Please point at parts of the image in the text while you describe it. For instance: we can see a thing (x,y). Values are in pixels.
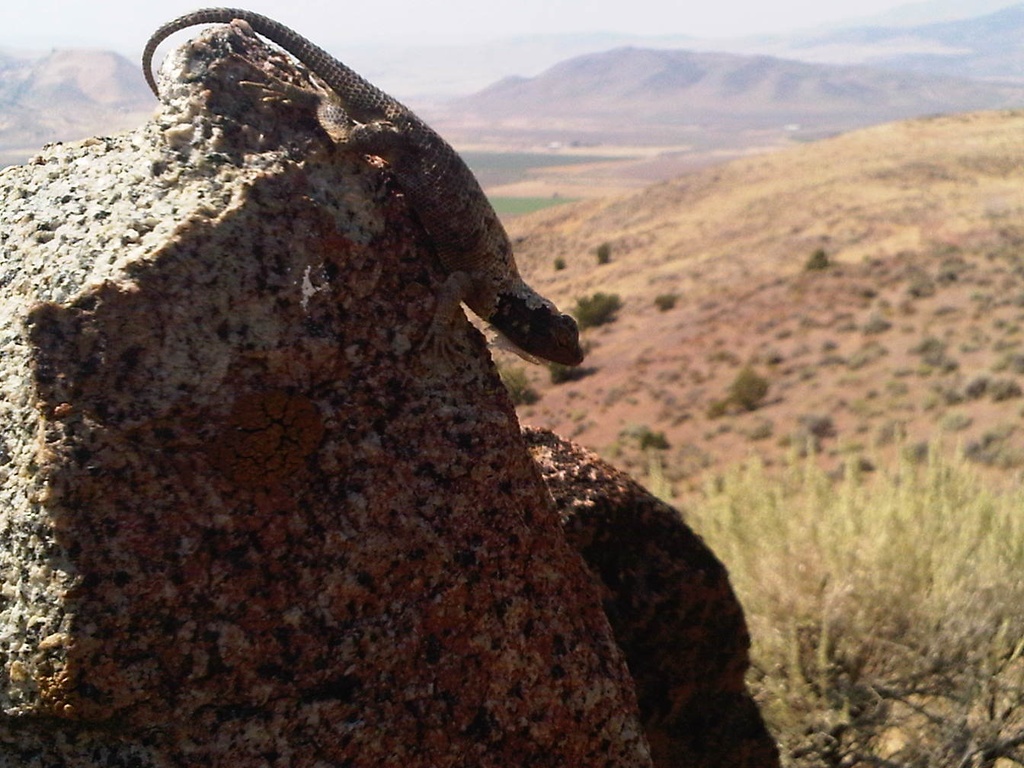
In this picture we can see a reptile (439,255) on a rock (378,473), plants (823,262), grass (750,228), mountains (687,61) and in the background (436,15) we can see the sky (473,21).
